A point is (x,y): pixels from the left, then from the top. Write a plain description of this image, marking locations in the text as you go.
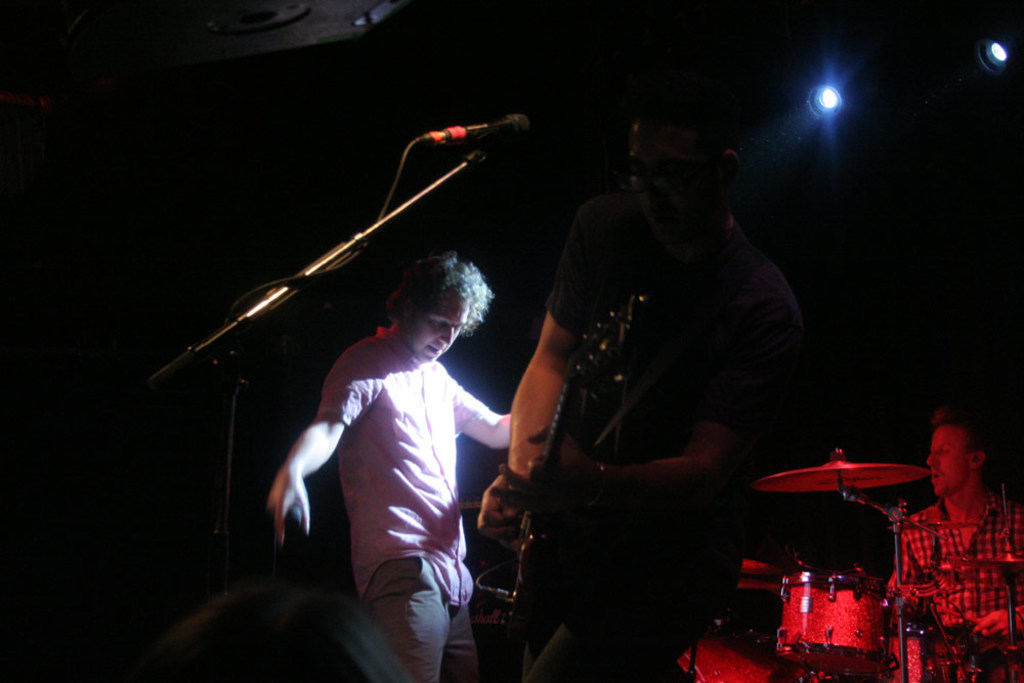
In the image we can see there are people (522,407) who are standing and the man (697,216) over here is holding a guitar (562,571) and at the back (971,519) a man (978,554) is sitting in front of him there is a drum set (810,626).
